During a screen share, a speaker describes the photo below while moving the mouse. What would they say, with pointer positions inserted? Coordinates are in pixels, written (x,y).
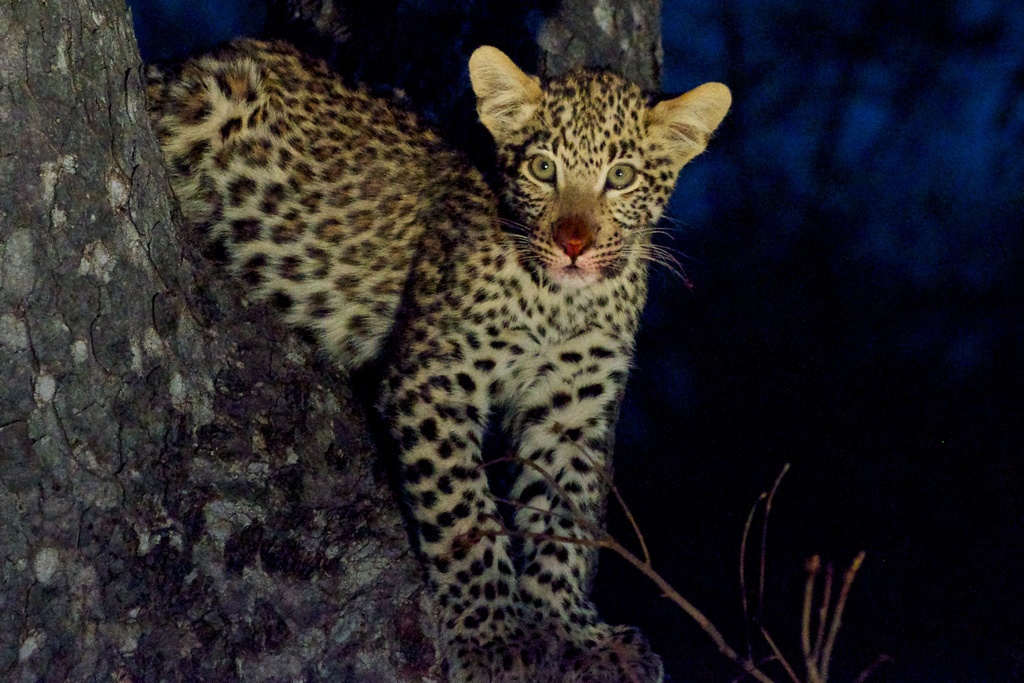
In this image we can see an animal (403,279) on the tree (344,576). And we can see the tree trunk (30,303).
